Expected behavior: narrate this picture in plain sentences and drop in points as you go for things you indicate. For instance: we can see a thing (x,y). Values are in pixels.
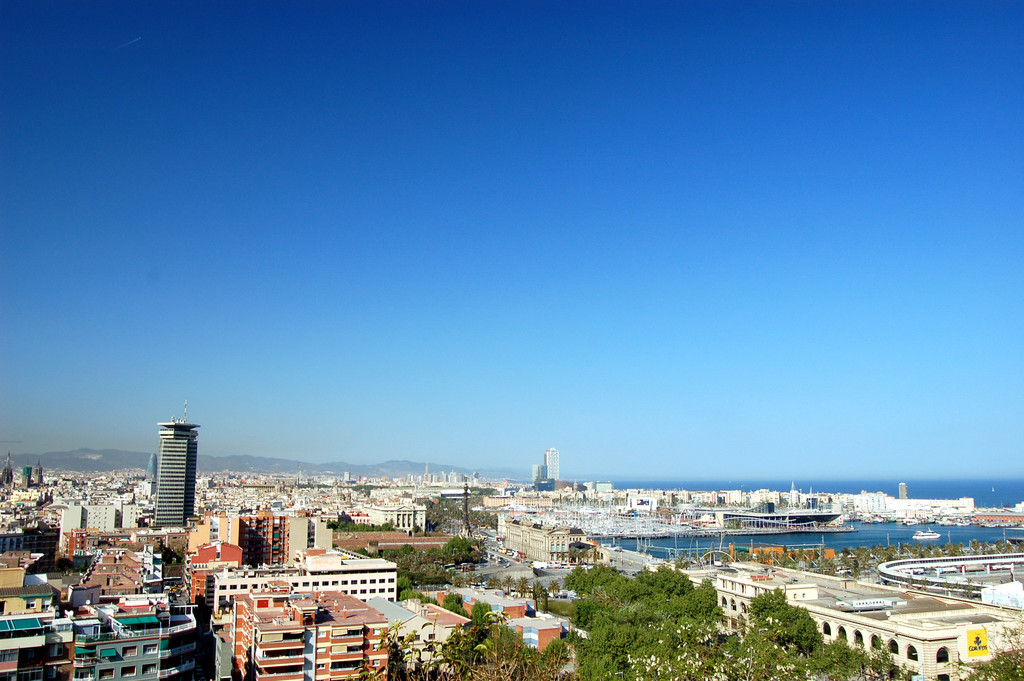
This image is taken outdoors. At the top of the image (362,134) there is a sky (560,214). At the bottom of the image (166,672) there are many buildings (112,540), houses (150,521), poles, trees (547,602), street lights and roads (631,564) on the ground (619,560). On the right side of the image (914,542) there is a sea (959,533) with water (973,527) and there are a few boats (957,518).
